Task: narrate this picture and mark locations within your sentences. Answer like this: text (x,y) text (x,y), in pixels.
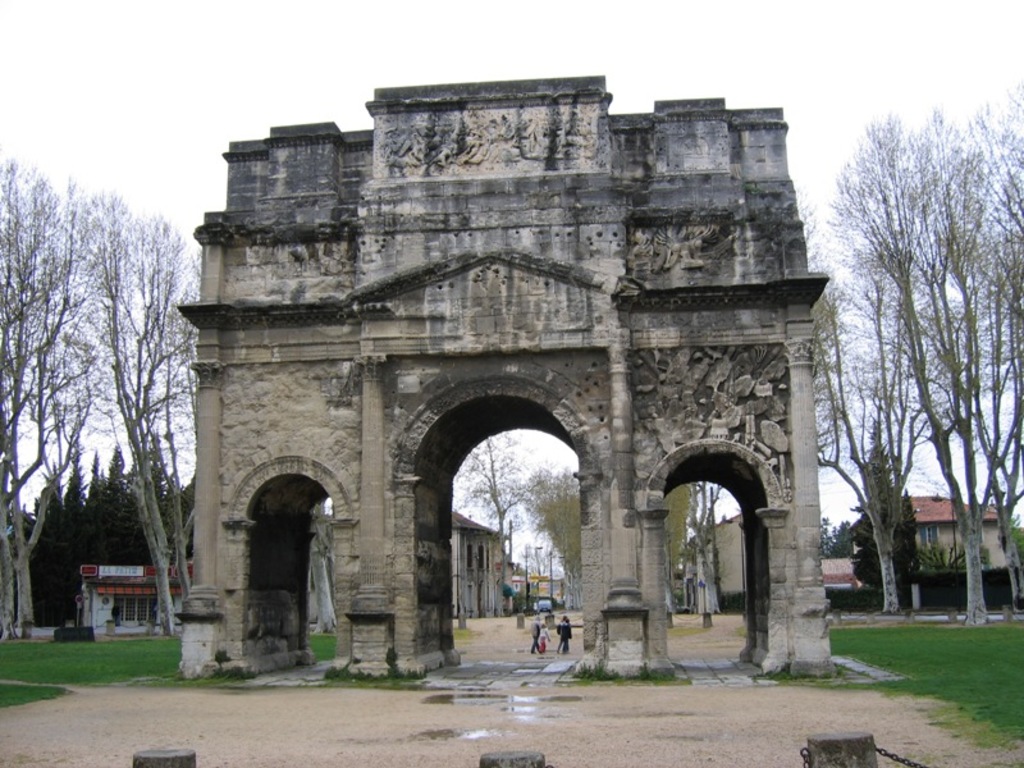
In this picture I can see buildings (995,530), trees (908,431) and I can see few people (569,627) walking and I can see grass (74,658) on the ground (967,709) and it looks like an arch (469,292) and I can see sky (895,101).
